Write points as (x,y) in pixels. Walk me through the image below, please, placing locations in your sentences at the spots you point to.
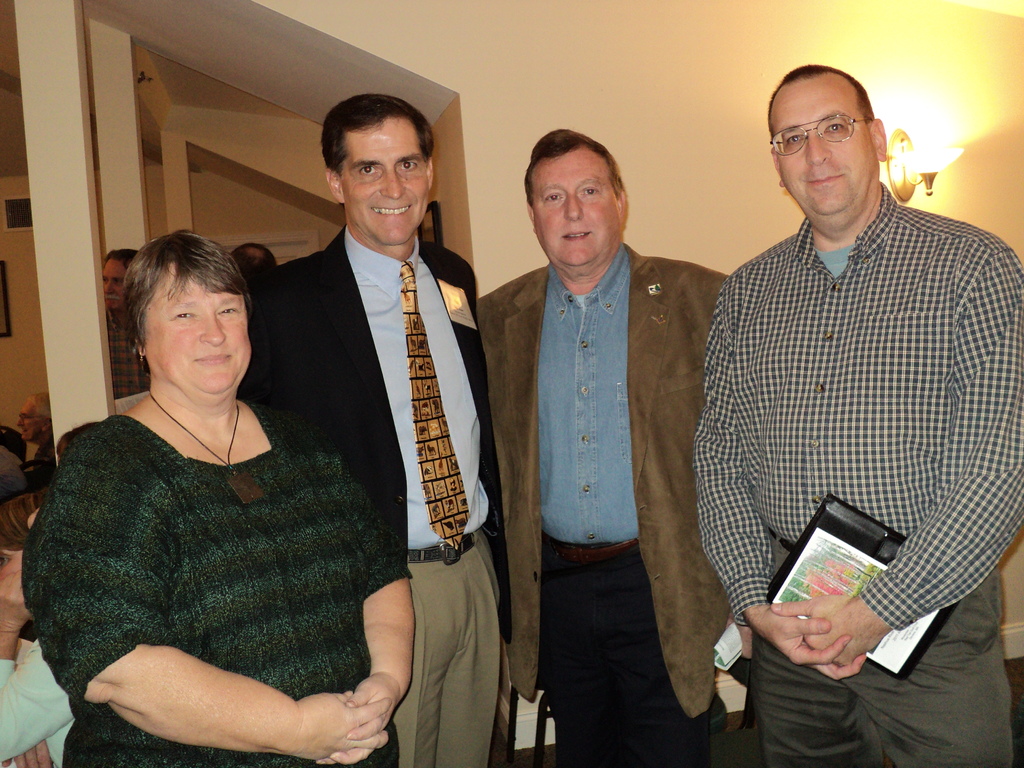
In this image we can see many persons (364,497) standing on the floor (536,751). In the background (921,166) we can see pillars (68,254), person's (16,513), light (916,151) and wall (523,46).
